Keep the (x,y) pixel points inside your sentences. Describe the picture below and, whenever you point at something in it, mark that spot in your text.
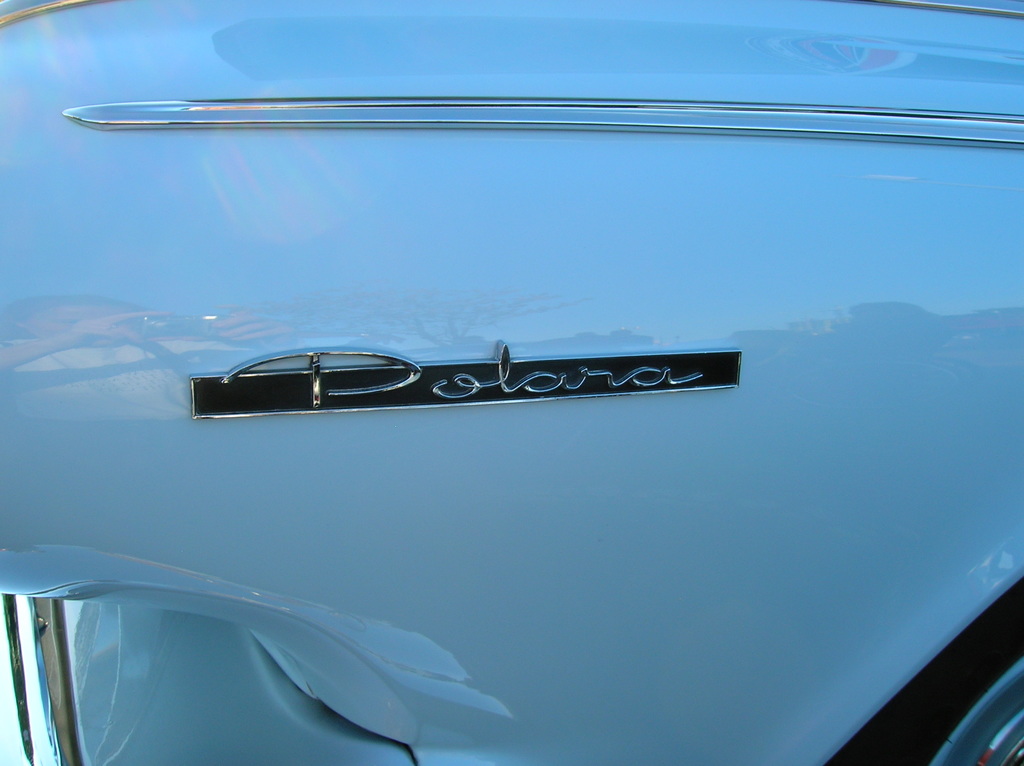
This is the zoom-in picture of polara car (583,379) which is in white color.
